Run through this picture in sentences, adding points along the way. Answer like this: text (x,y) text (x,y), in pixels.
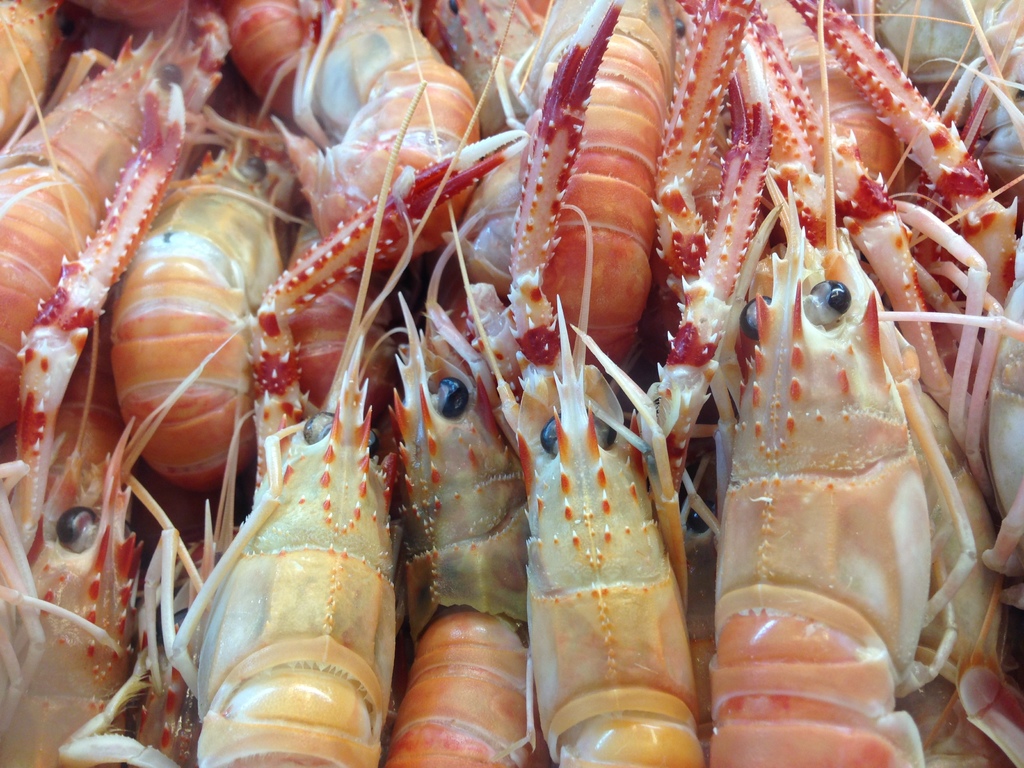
In this picture I can see prawns (396,255).
